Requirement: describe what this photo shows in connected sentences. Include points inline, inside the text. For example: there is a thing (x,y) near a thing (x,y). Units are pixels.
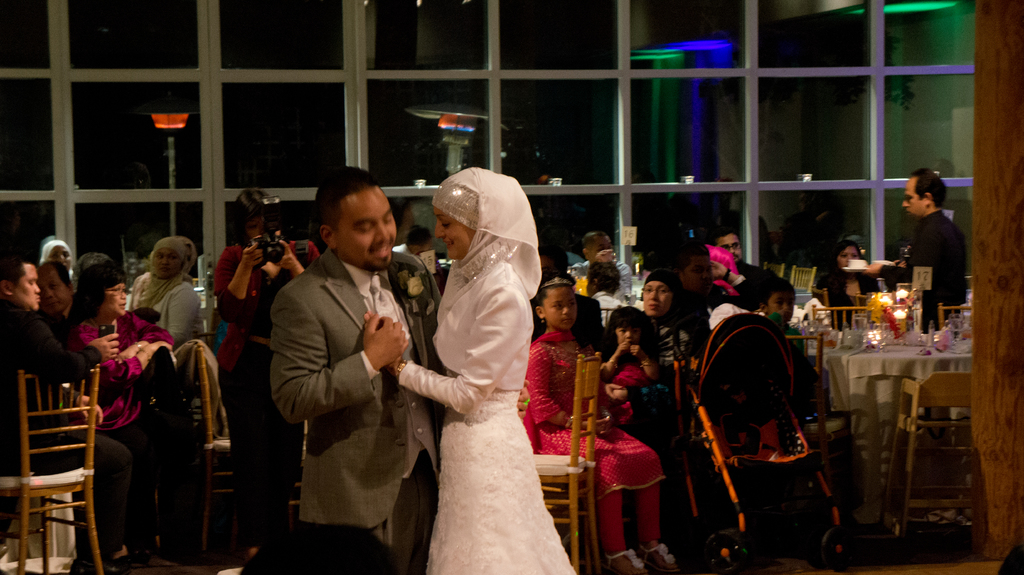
In the center of the image (351,219), we can see a bride (437,341) and a groom (322,268) and in the background (554,375), there are people (569,385) and some are sitting on the chairs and some are holding objects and we can see food items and some other objects (860,319) on the tables (891,365) and we can see lights (558,183) and there is a glass door (718,189). At the bottom (962,567), there is a floor (962,567).
